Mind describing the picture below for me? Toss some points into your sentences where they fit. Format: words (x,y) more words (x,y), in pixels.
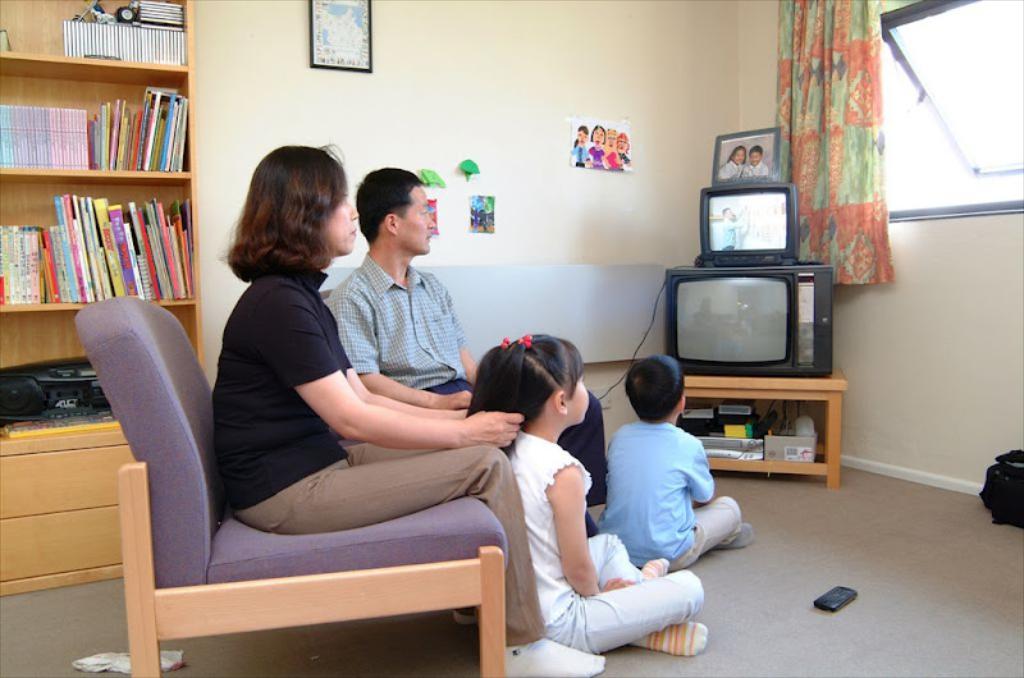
This picture shows a man (451,401) and a woman (363,513) seated on the chairs (350,542) and we see two children (571,638) seated on the floor (710,584) watching TV (733,190) and we see a curtain (812,206) and a photo frame (736,145) and we see a book shelf (17,328) on the side.
